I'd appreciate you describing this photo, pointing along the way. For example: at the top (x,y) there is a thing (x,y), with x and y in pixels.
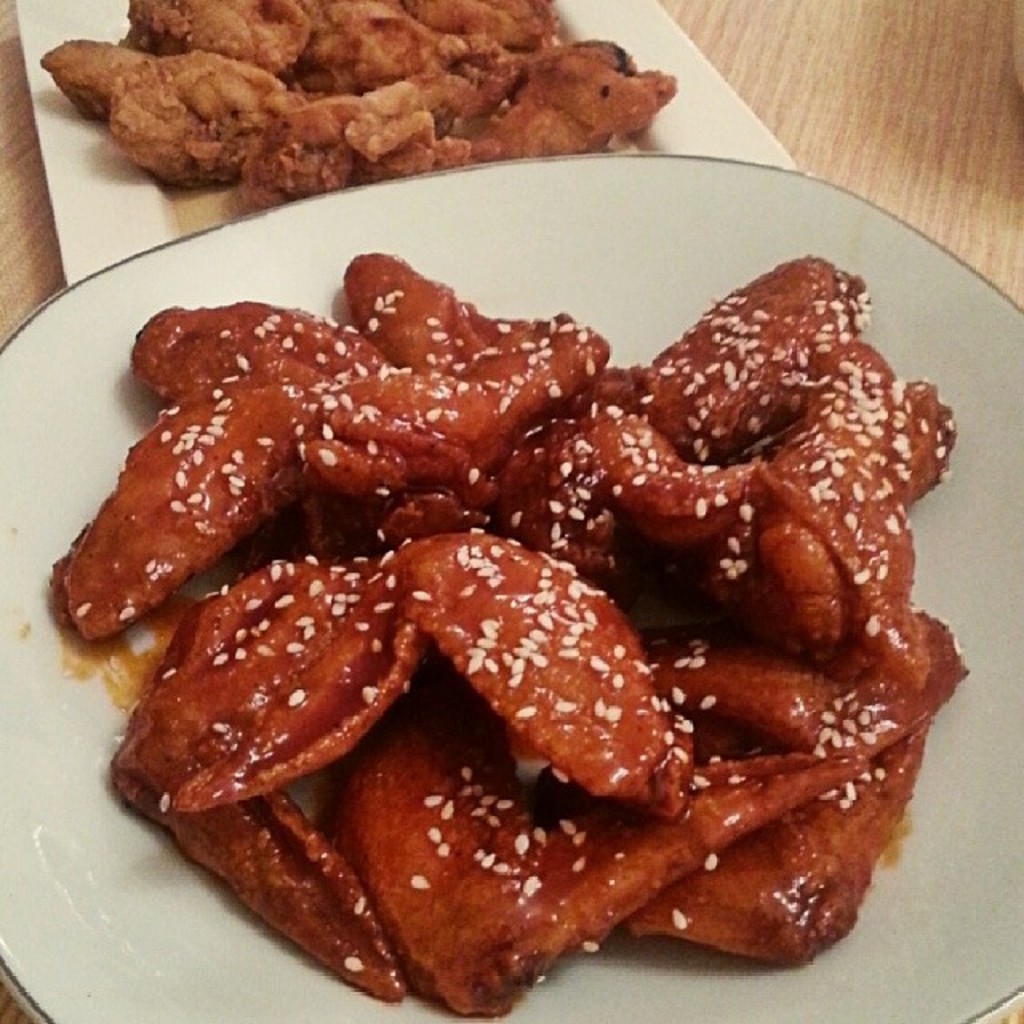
In this image I can see two plates (224,209) in which food items (447,106) are there which are kept on the table (894,200). This image is taken in a room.
